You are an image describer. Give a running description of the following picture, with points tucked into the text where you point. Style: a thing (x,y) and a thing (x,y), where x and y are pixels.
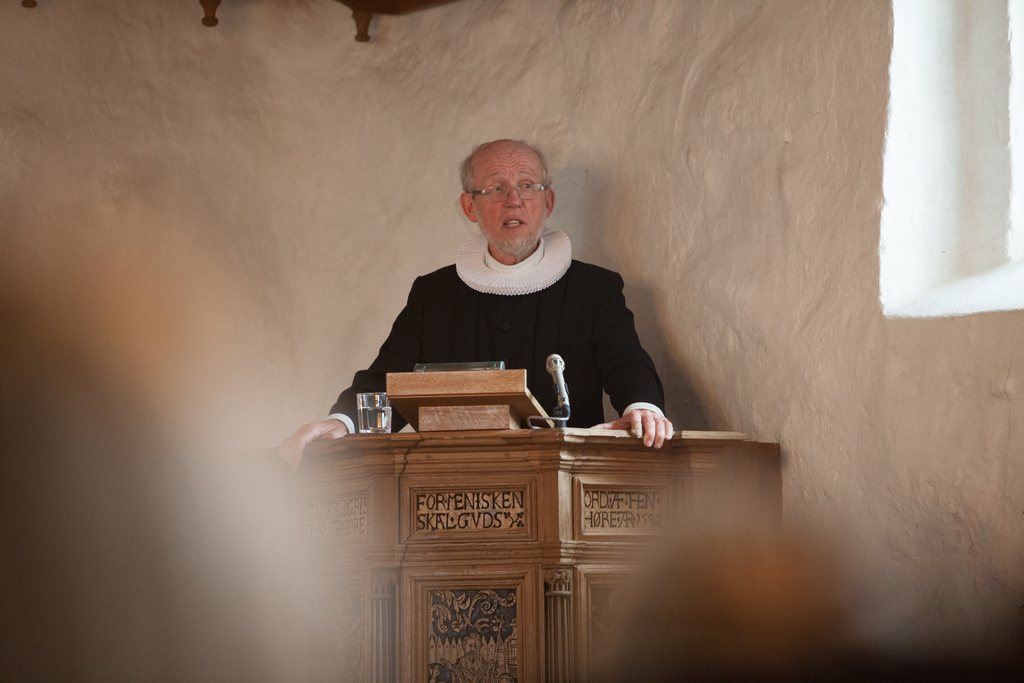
In this image we can see one man (517,292) standing near to the podium (640,453) and holding it. There is some text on the wooden podium (521,451), one water glass (389,405), one mike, and some objects (518,398) are on the podium (606,446). There is one white big wall (127,90) back side of the person (511,277) and one object (426,0) hanged to the wall (639,56). Some people heads (159,614) near to the podium (476,535).
